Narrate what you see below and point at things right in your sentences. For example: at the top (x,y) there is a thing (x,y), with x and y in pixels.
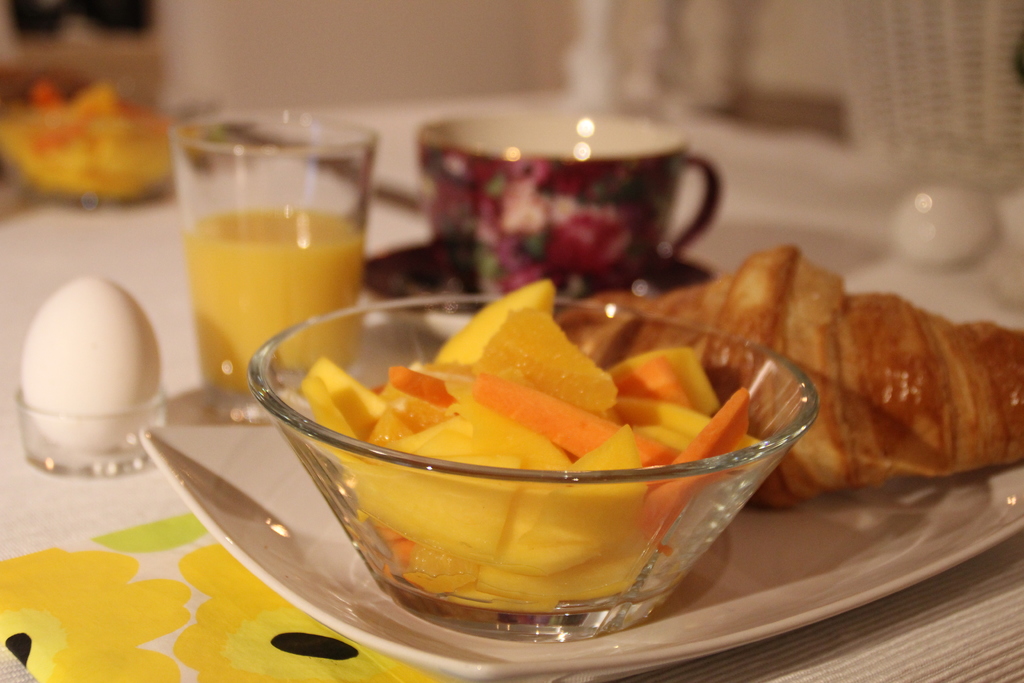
Here in this picture we can see a table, on which we can see a plate (643,649) with bowl (621,568) full of fruits (528,294), a croissant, a cup (555,278) of coffee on a saucer (420,283), a juice glass (253,234) and a egg (86,349) present on it over there.
